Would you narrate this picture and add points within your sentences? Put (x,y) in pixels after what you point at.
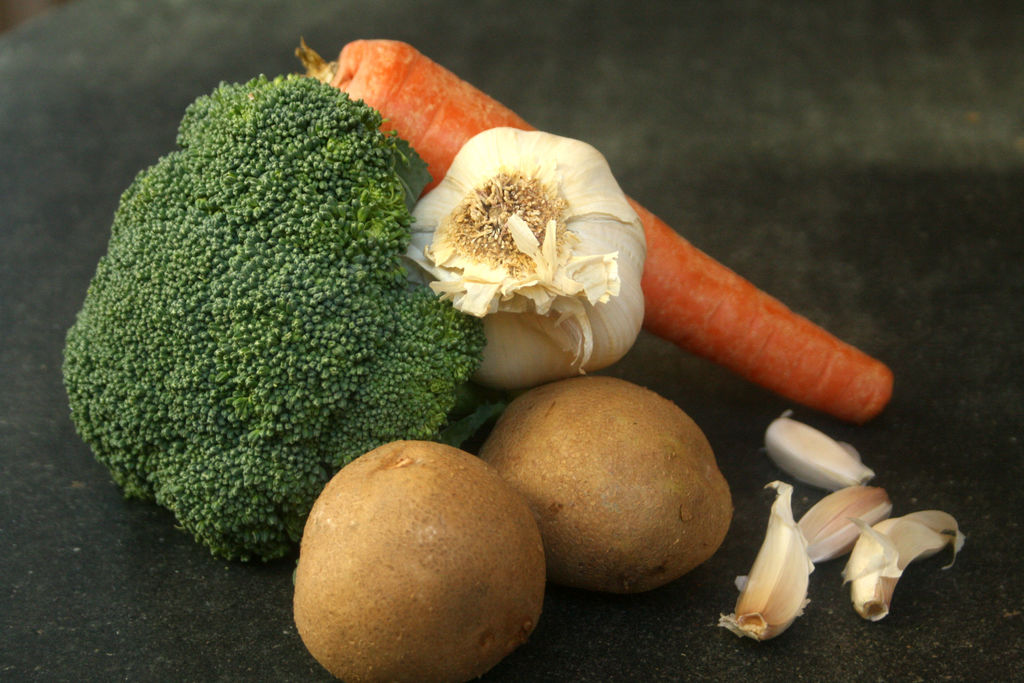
In this image we can see some vegetables (529,443).
